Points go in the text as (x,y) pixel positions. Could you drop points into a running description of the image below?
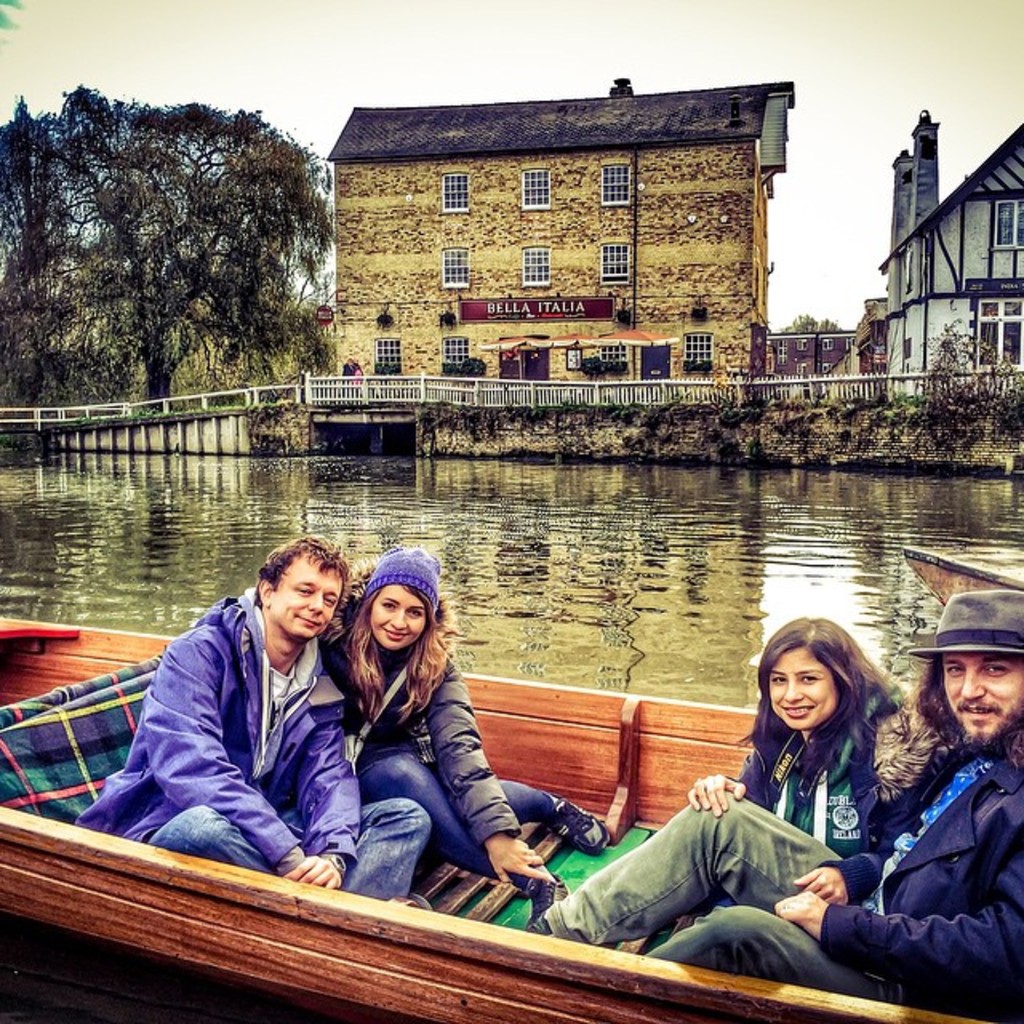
In this picture I can see there are four people (445,780) sailing in the boat (232,925) and they are wearing black and purple coats (874,816) and they are smiling and there are few ripples (233,463) in the water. In the backdrop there is a bridge (389,397) and there is a road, there are few buildings (467,347) and trees (134,222) and the sky (303,100) is clear.
